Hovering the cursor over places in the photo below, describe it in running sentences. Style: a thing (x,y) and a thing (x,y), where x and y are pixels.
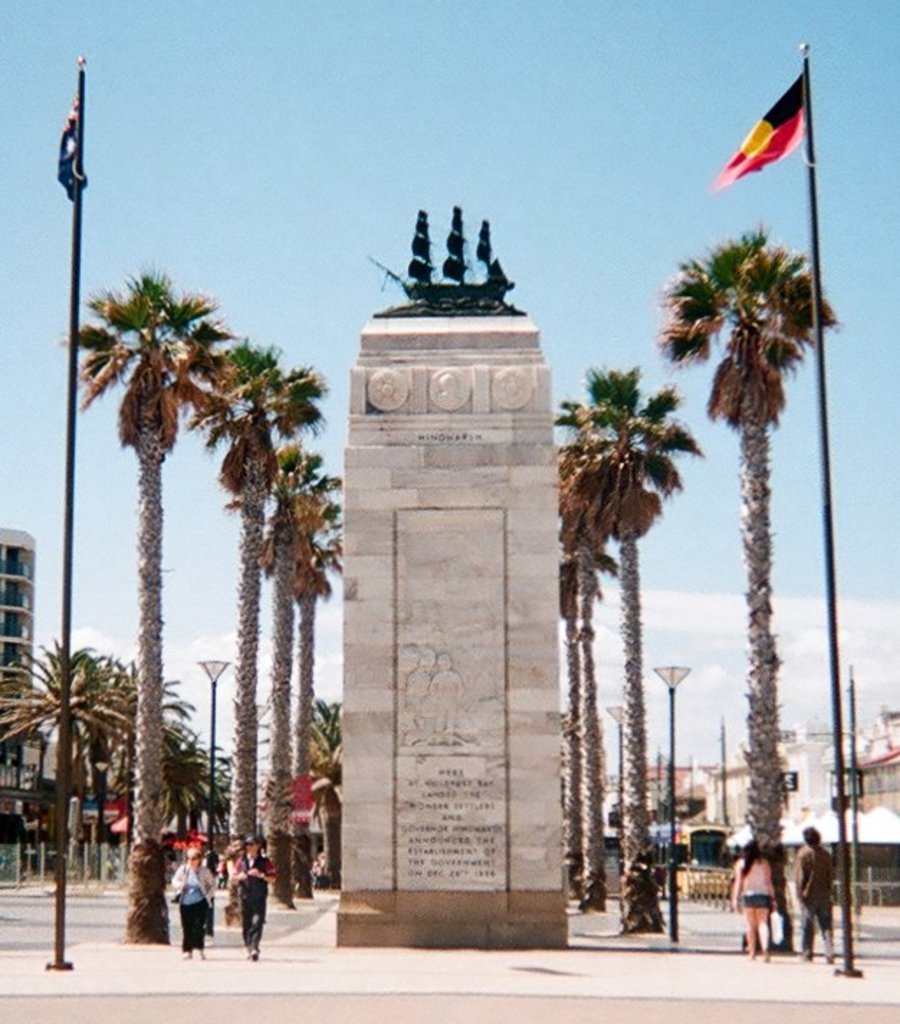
In this picture there is a statue (424,238) on the wall (499,685) and there is text (484,808) on the statue (465,831) and there are buildings (53,811) and trees (594,780) and flags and street lights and there are group of people (763,959) walking. At the top (403,128) there is sky (343,215) and there are clouds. At the bottom (219,999) there is a road (140,1015) and at the back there are tents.
